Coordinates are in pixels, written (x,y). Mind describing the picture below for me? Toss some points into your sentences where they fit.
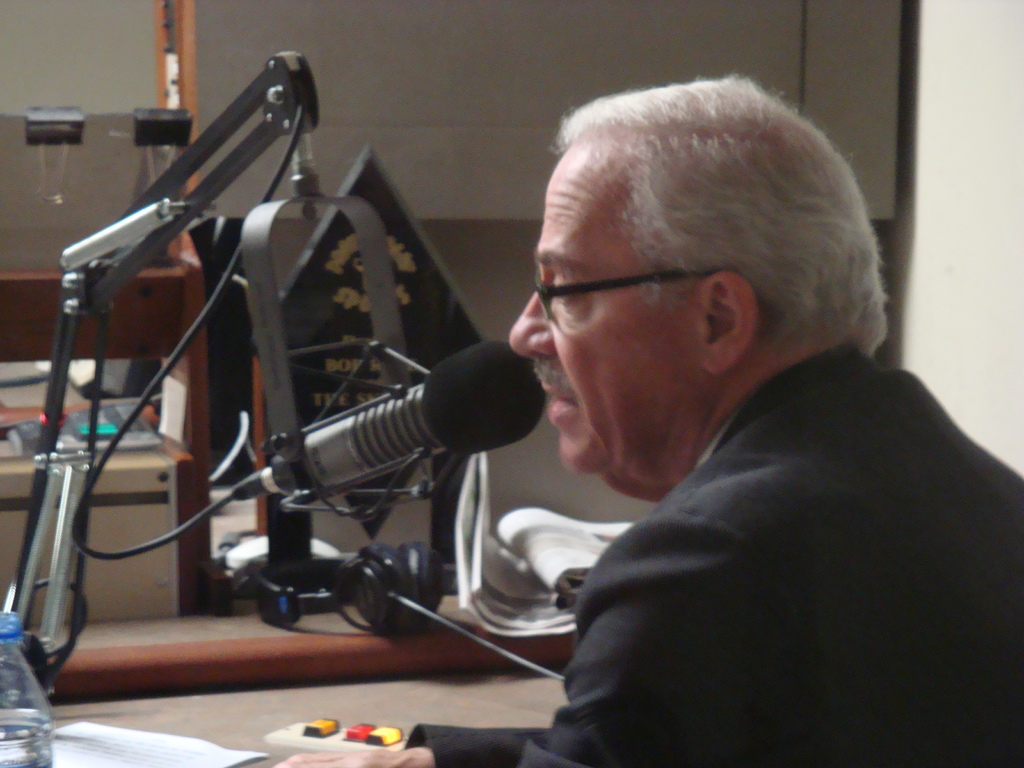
In this image there is a person (701,474) wearing spectacles (585,288). Before him there is a mike stand (180,204). Bottom of the image (271,712) there is a table (241,722) having bottle (18,734), paper (197,758) and an object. Behind there is a table (336,664) having headset (381,596), paper (547,563) and few objects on it. Behind it there is an object (369,361). Background (555,489) there is a wall (1004,144).
